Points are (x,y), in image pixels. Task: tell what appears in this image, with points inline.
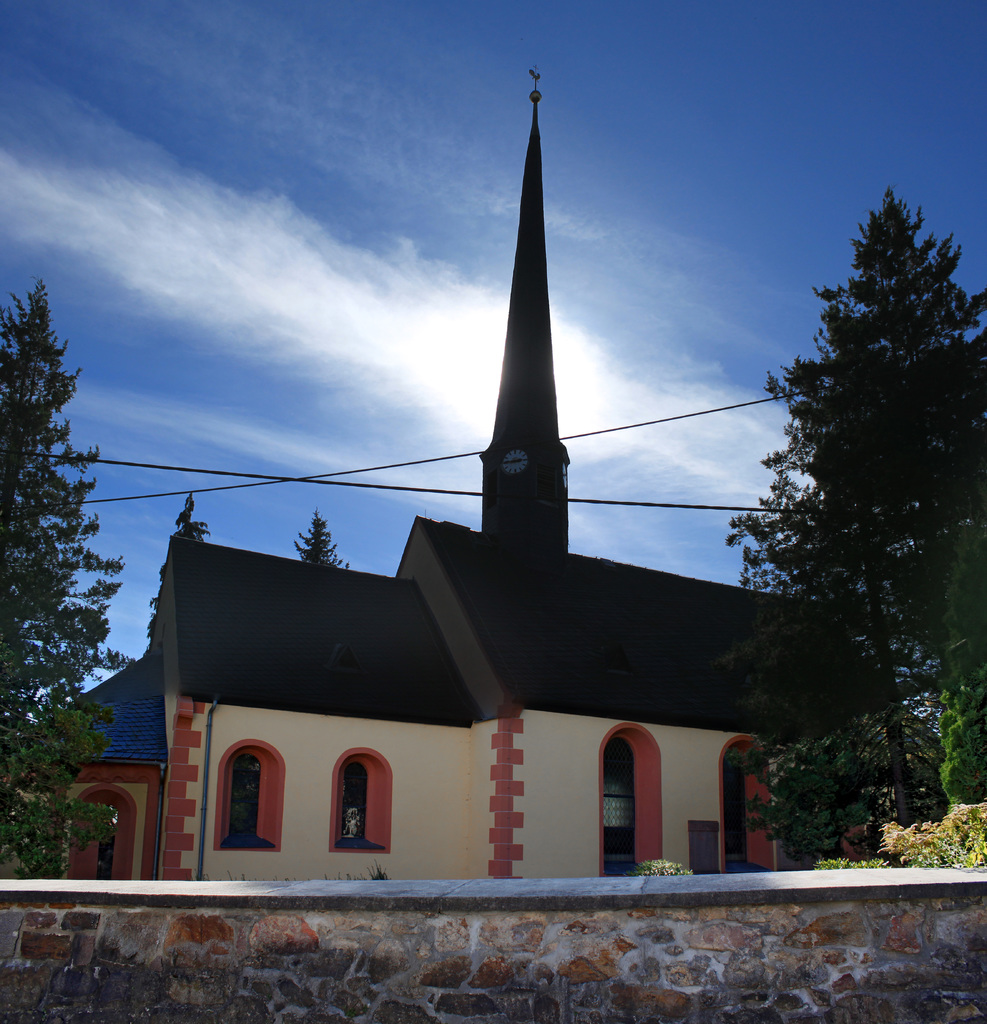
In this image we can see there is a clock (509,458) attached to the building (530,754). In front of the building (515,850) there are trees (983,434), wall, rope (363,487) and the sky (610,150).
